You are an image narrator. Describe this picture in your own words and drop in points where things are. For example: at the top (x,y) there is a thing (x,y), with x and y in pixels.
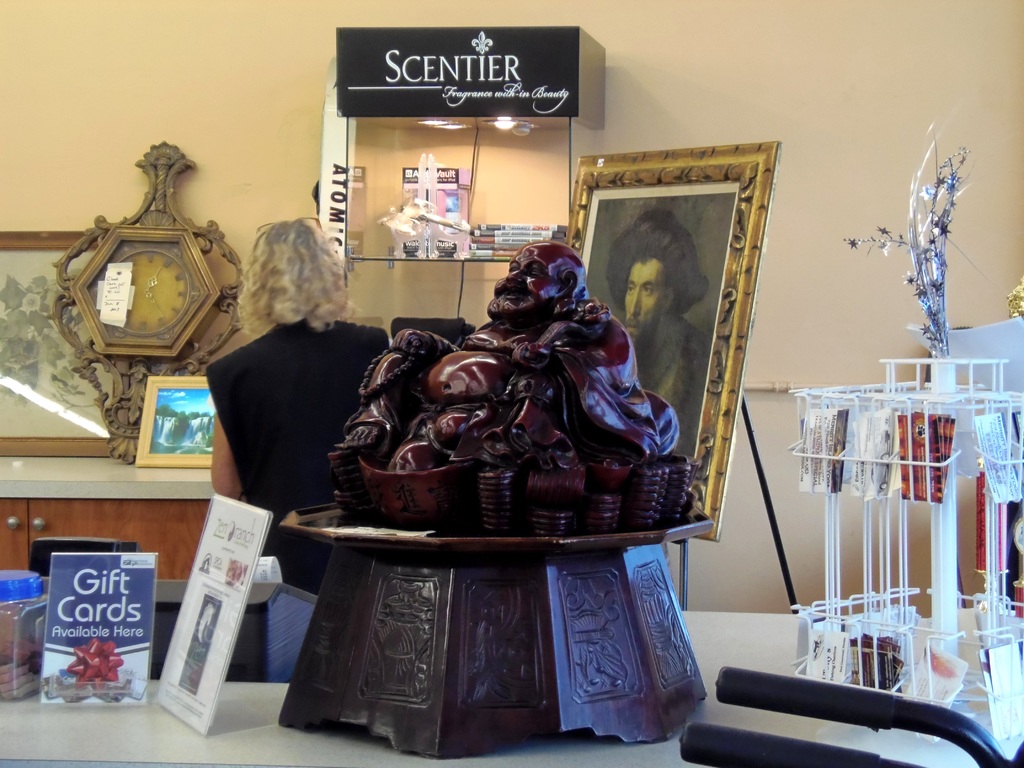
In this picture we can see a table (656,755), photo frames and some objects (478,551) and we can see a wall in the background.
